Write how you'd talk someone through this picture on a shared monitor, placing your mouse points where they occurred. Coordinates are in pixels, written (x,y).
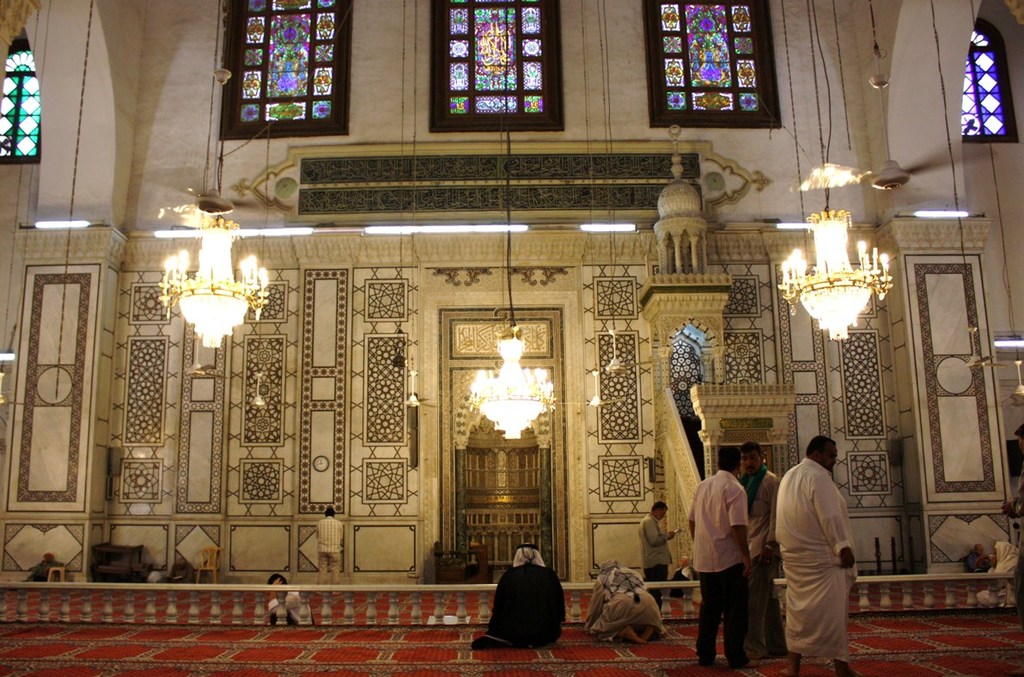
In this picture we can see the inside view of a building (363,525). There are groups of people (637,603) on the carpet (146,640). In front of the people (534,604), there are lights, baluster (395,606), wall (393,565) and some objects (740,420). There are chandeliers (255,293) and fans (833,187) hanging. At the top of the image (273,59), there are stained glass windows (325,43).
